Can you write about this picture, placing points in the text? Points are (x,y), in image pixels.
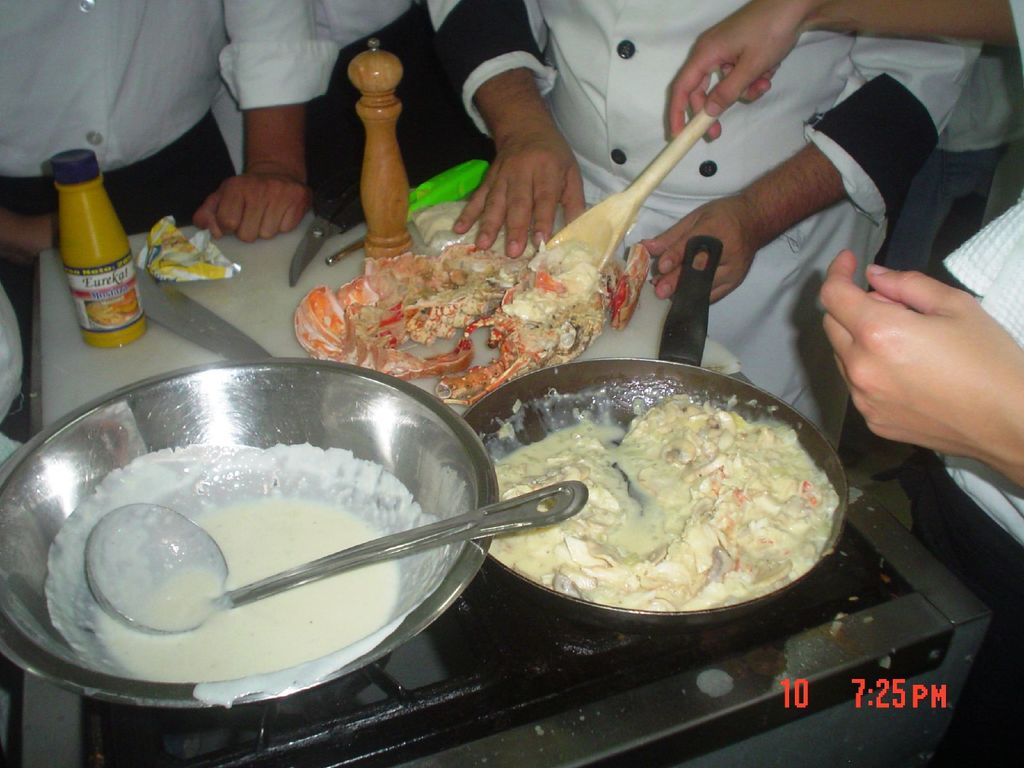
In this image there are people (602,23), stove (510,608), pan (611,403), container (460,511), bottle (80,251), spatula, knife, scissors (310,240), food (385,288) and objects (465,529). Among them one person (777,34) is holding a spatula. Something is written at the bottom right side of the image (894,708).
